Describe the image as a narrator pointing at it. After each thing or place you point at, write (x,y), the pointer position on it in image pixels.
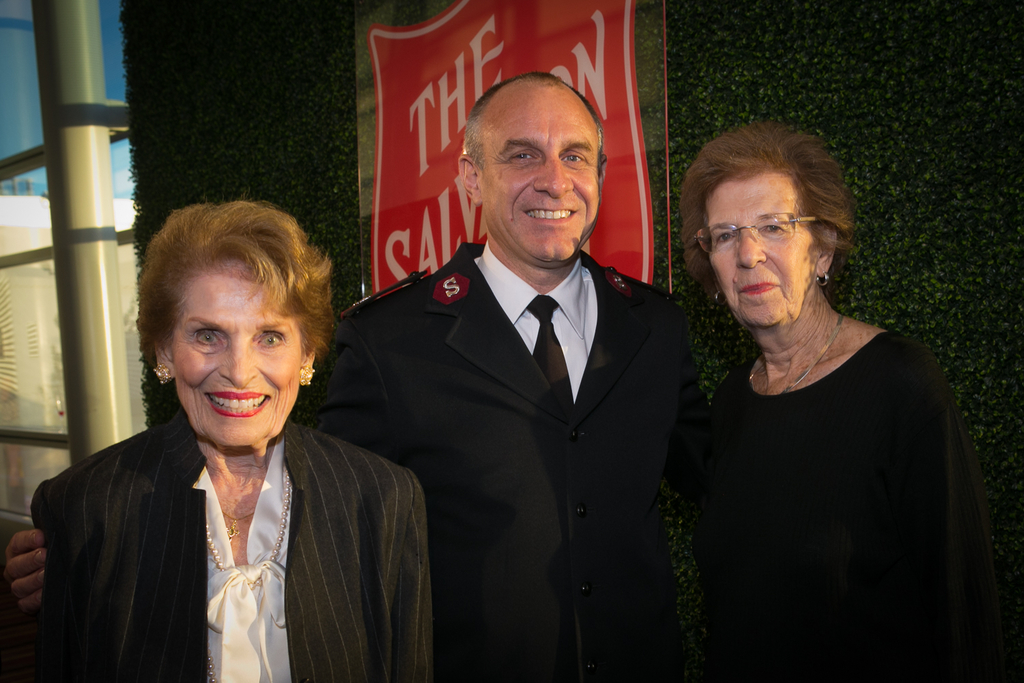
In this image, we can see three people (463,624) are standing side by side. They are watching and smiling. Here a person (592,371) is holding a woman (99,565). Background (310,130) we can see plants (242,179) and glass object (412,139). On the glass object (446,119), we can see some text (588,58). On the left side of the image (89,203), we can see pole (105,184) and glass object (33,101).
